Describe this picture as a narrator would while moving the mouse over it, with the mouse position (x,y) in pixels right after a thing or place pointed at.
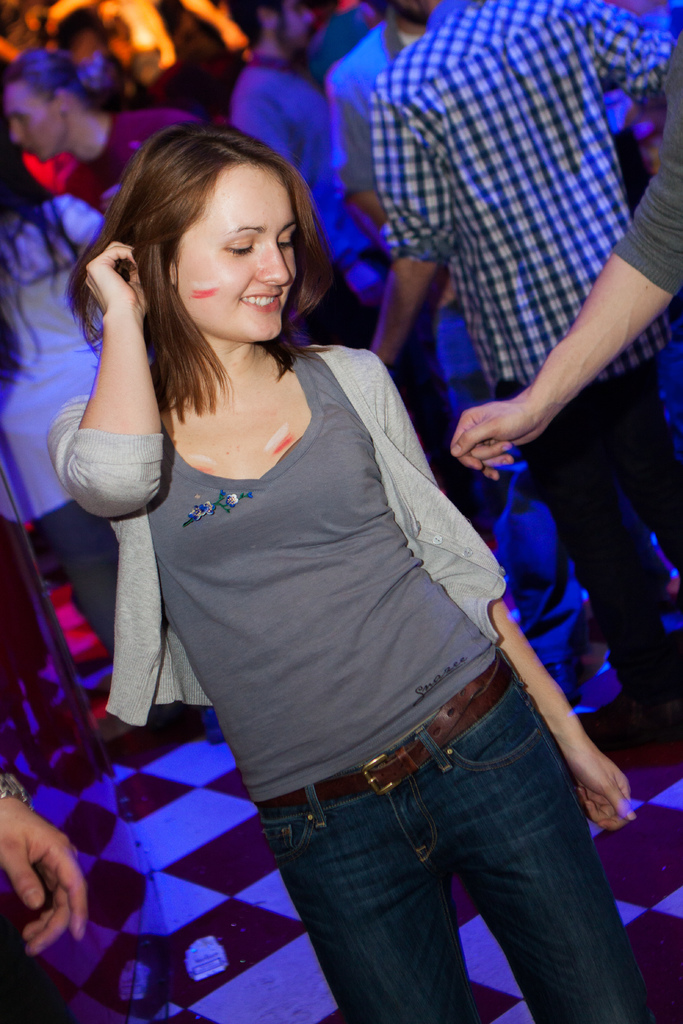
In this image we can see people (368,471) standing on the floor (475,914).
